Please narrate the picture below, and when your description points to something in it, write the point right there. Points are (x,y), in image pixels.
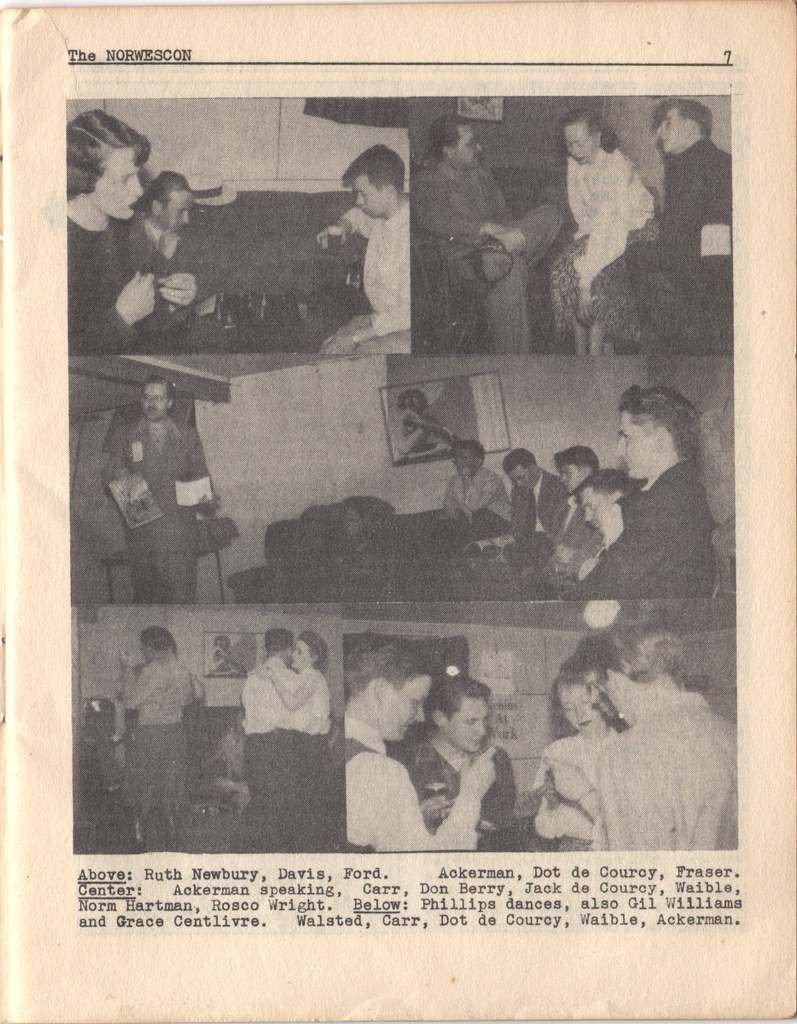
As we can see in the image there is paper (418,573). On paper (269,267) there are few people (384,298) and some matter (445,903) written.
